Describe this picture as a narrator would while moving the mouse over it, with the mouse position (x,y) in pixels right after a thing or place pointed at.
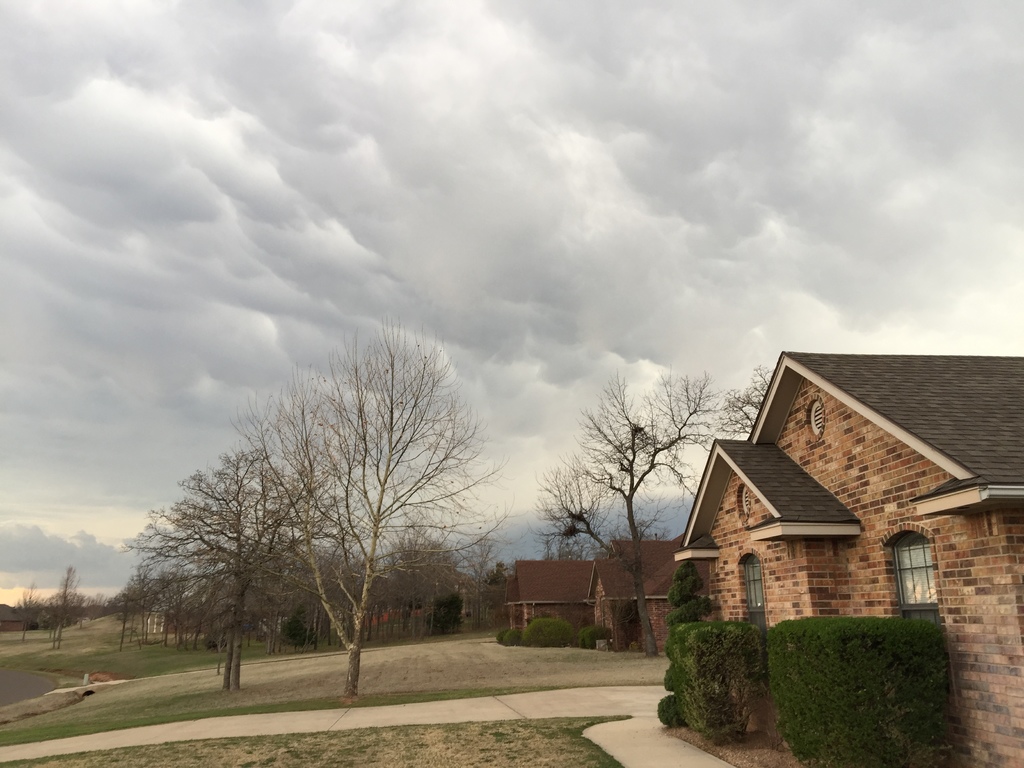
On the right side of the image (883,571) there are buildings (649,589) and in front of the buildings (951,661) there are plants (586,642). On the left side of the image (34,677) there is a road (18,682). In the background of the image (230,652) there are trees (356,549) and sky (635,162).
